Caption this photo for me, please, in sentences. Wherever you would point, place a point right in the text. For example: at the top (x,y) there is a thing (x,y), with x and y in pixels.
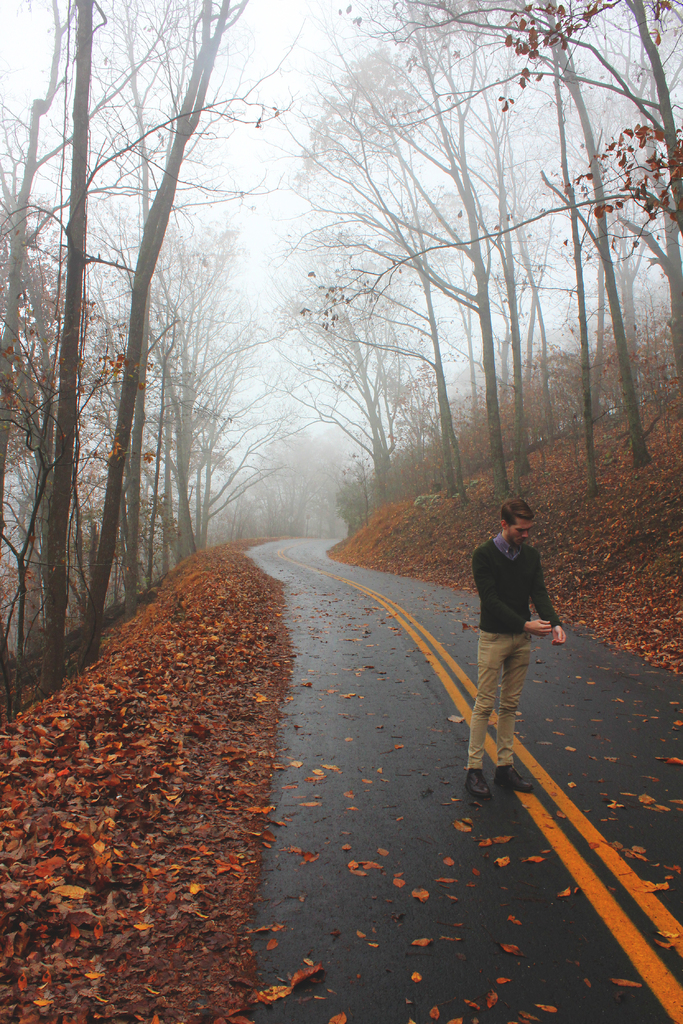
In the center of the image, we can see a person (483,641) standing on the road (461,698) and in the background (316,368), there are trees (94,650) and we can see leaves (183,634) on the ground (167,643).
